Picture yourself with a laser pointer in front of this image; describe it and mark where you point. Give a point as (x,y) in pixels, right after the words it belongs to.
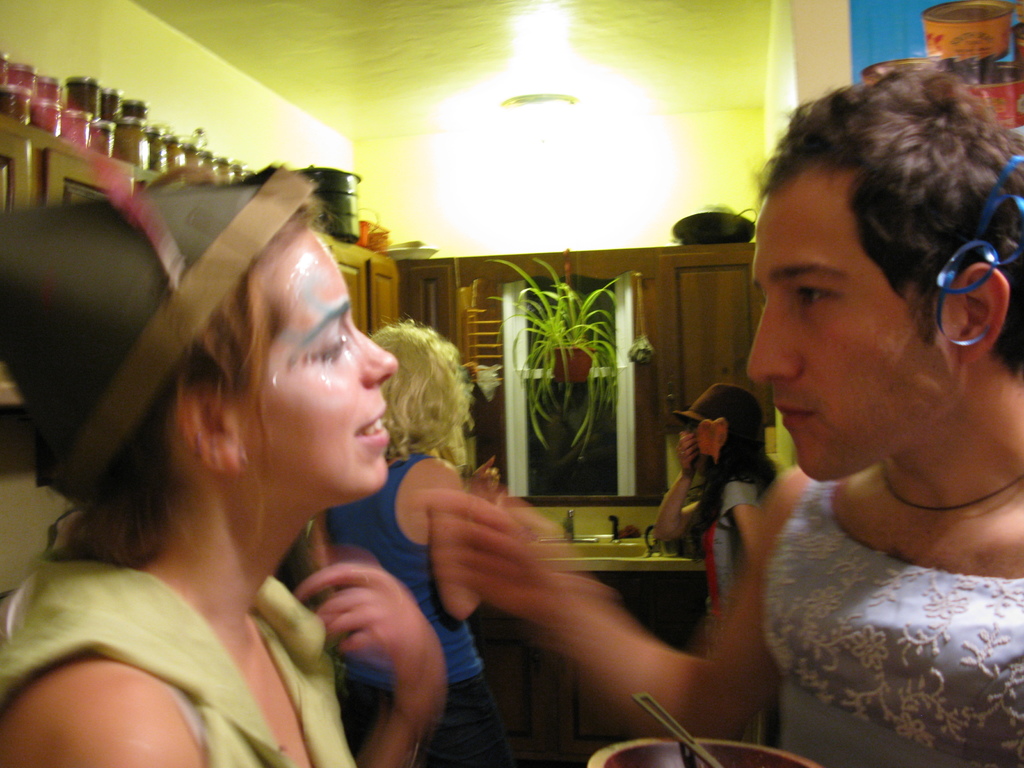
In this picture we can see four people (486,562), houseplant (548,347), sink (595,548), tap (571,511), cupboards (722,341), jars (48,130), ceiling (421,132), poster (900,30), walls (491,177) and some objects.
